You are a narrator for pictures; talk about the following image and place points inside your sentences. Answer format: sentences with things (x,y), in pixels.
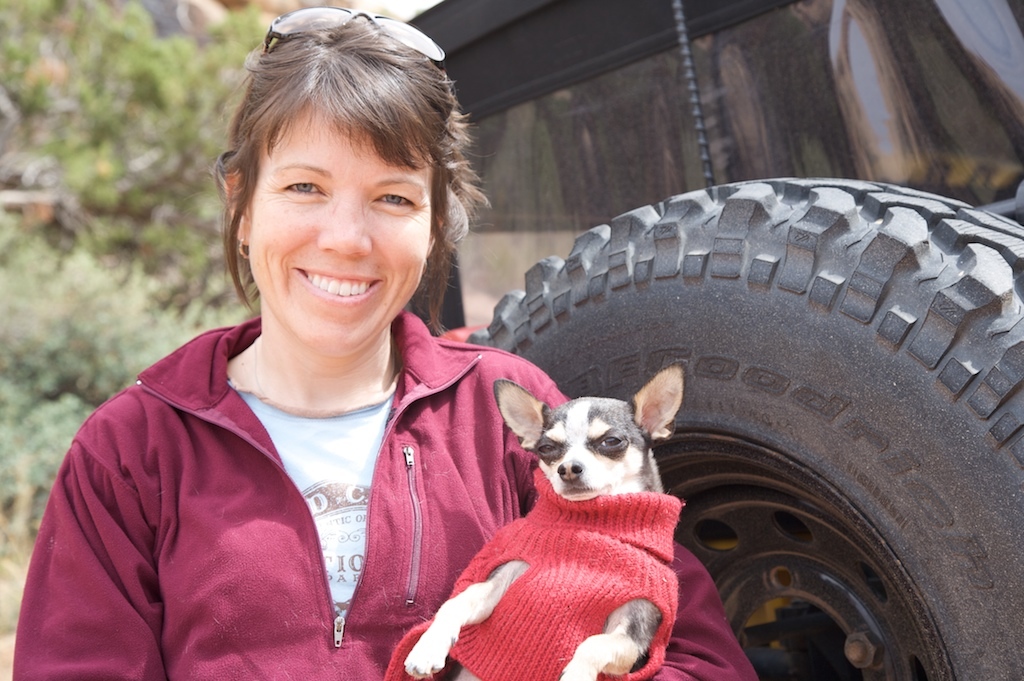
A woman (323,492) holding a dog (559,585) and she is wearing glasses (402,26) behind him there is a vehicle (708,447) and some trees (94,127) too, she is wearing maroon colour hoodie (268,622) and dog (570,611) is wearing red colour shirt (616,569).
